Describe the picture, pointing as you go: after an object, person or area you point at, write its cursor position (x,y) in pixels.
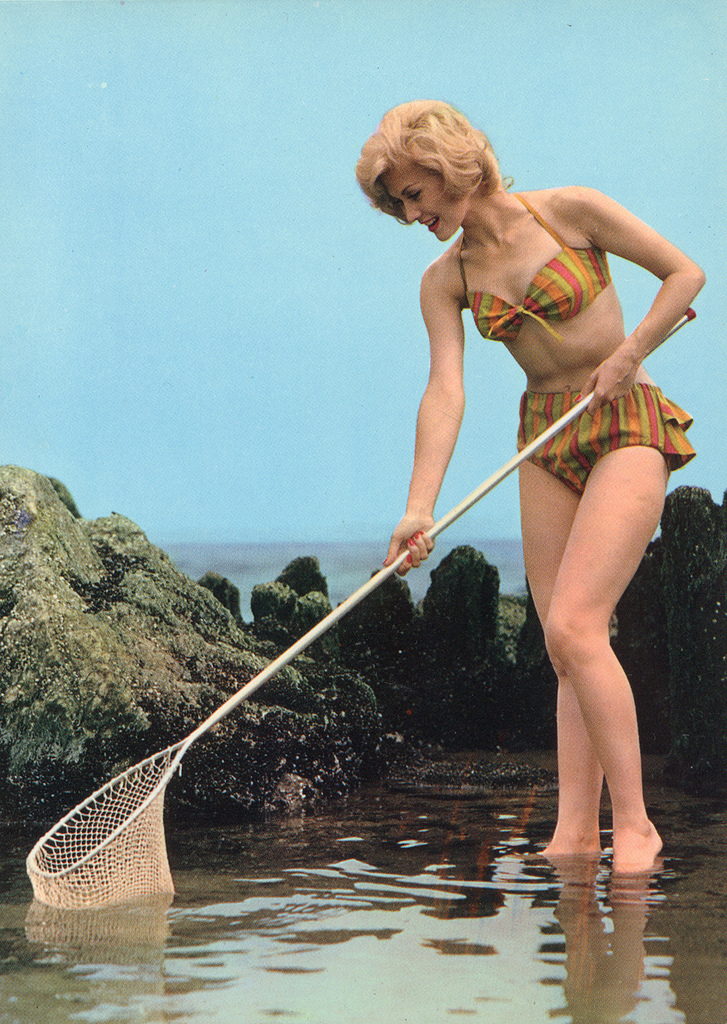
On the right side of the image (529,444) a lady (529,444) is standing and holding an object (52,867). In the middle of the image (419,680) rocks (186,661) are there. At the bottom of the image (337,949) water (314,942) is there. At the top of the image (221,203) sky (251,244) is there.
